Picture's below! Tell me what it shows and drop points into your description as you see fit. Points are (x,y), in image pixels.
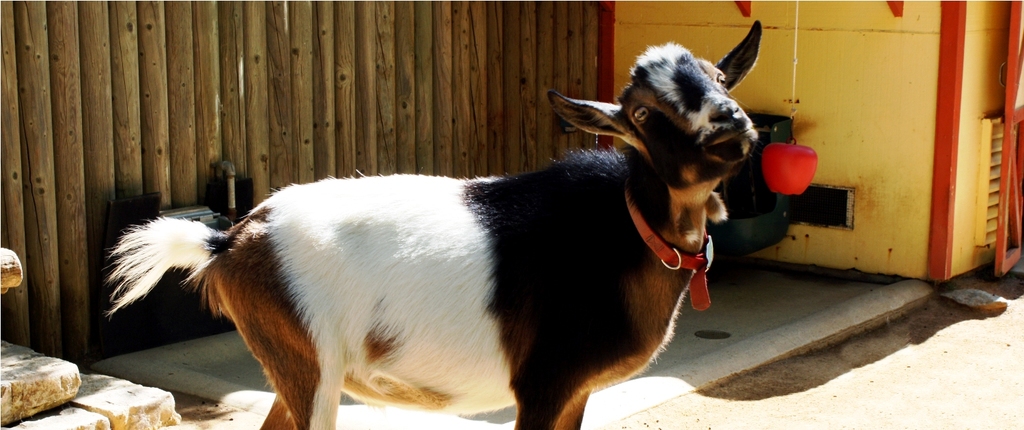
In the picture I can see a goat (621,252) in the middle of the picture (667,247) and there is a belt (688,259) on the neck (685,238). It is looking like an apple toy (809,168). It's looking like a wooden block (994,159) on the right side (997,139). I can see the wooden wall (329,110) on the left side (100,234). I can see the rocks (41,398) on the bottom left side (71,373).
